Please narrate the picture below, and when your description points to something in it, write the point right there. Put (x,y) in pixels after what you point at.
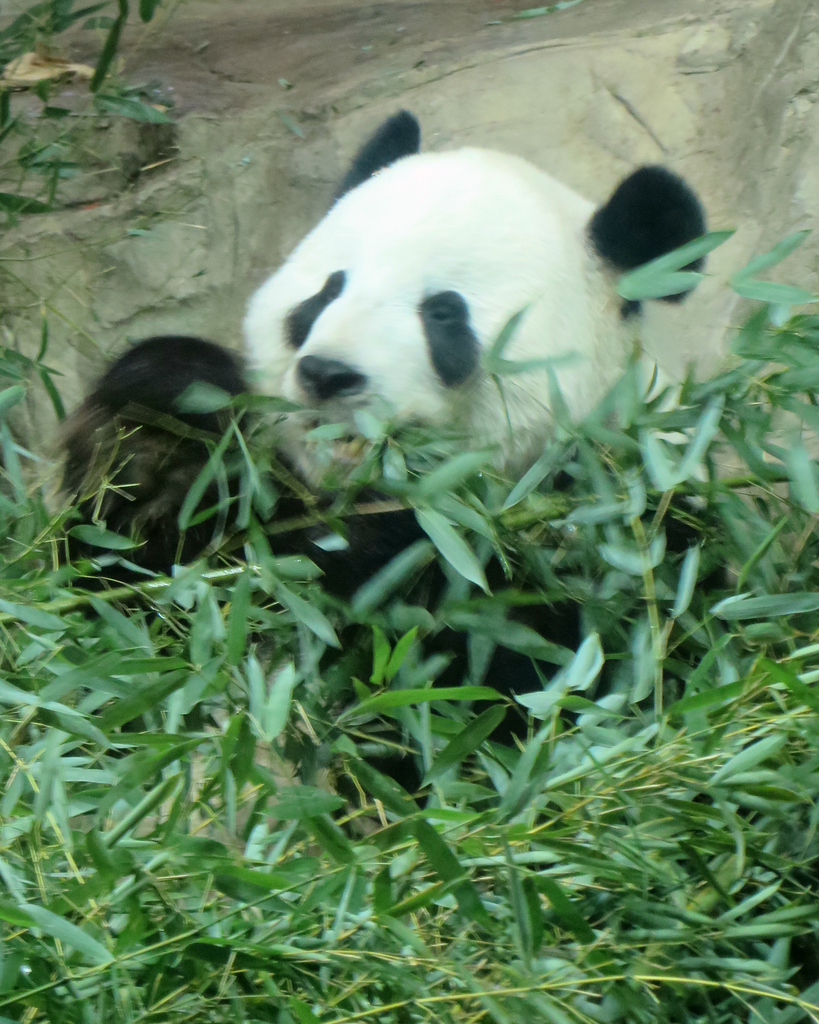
To the bottom of the image (473,903) there are many leaves (230,936) to the stems (39,538). Behind the stems (51,532) there is a panda (320,297).
